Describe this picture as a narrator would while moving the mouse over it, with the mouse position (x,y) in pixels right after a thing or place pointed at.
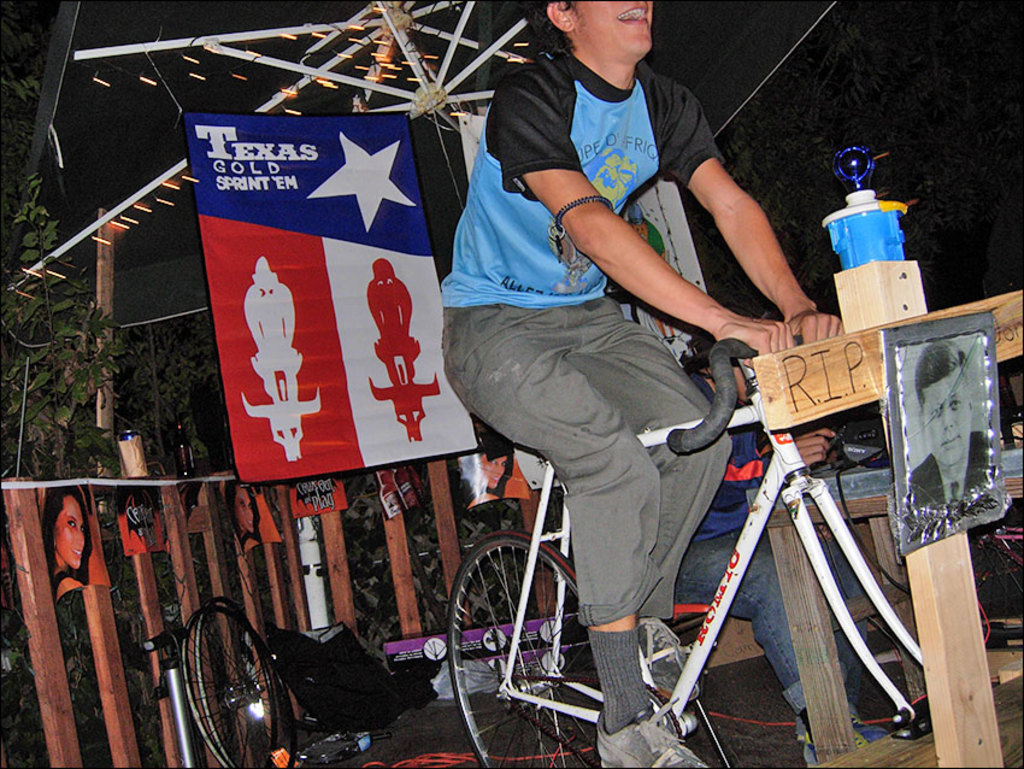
This is the picture where we can see a man (626,254) in black and blue tee shirt (535,223) sitting on a bicycle (774,439) and in front of a bicycle (754,376) there is a wooden board (771,376) on which it is written as rip and a photo (901,328) is attached to it and behind him there is a poster (387,358) of blue, red and white in color.
